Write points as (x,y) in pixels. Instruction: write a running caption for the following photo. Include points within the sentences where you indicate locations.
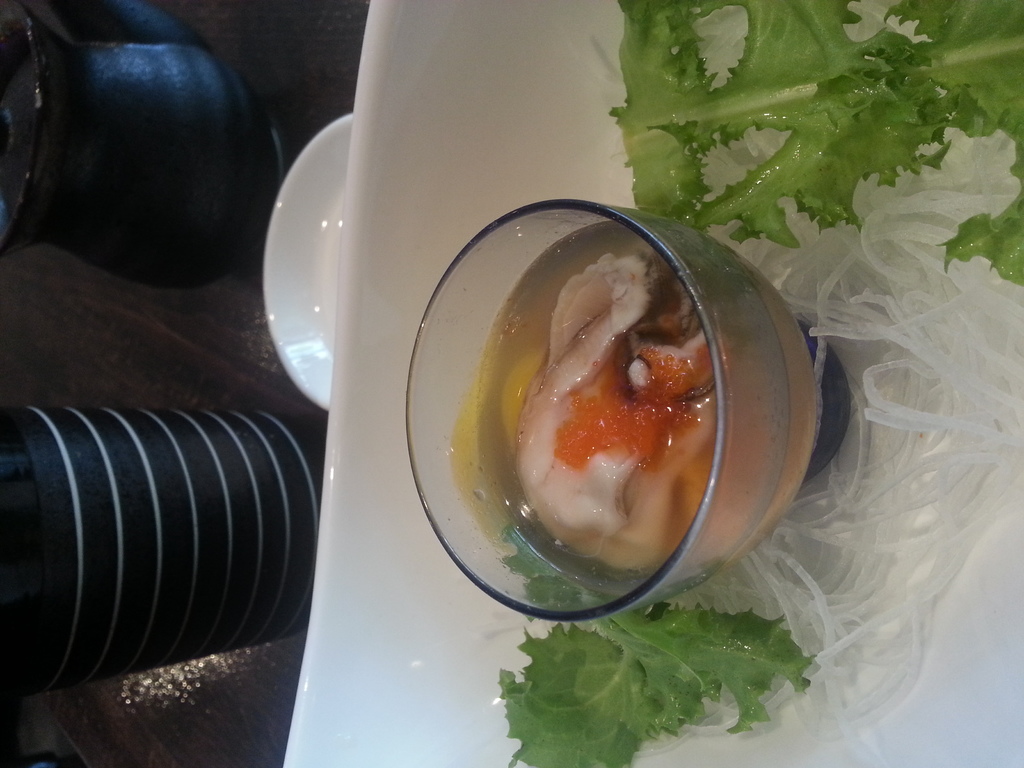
In this image, we can see some food (904,365), bowl (813,382) with edible items (668,394) are placed on a white surface (510,171). On the left side of the image (301,232), we can see container (193,476), jug (187,166) and bowl (297,255). Here we can see wooden object (159,341).
